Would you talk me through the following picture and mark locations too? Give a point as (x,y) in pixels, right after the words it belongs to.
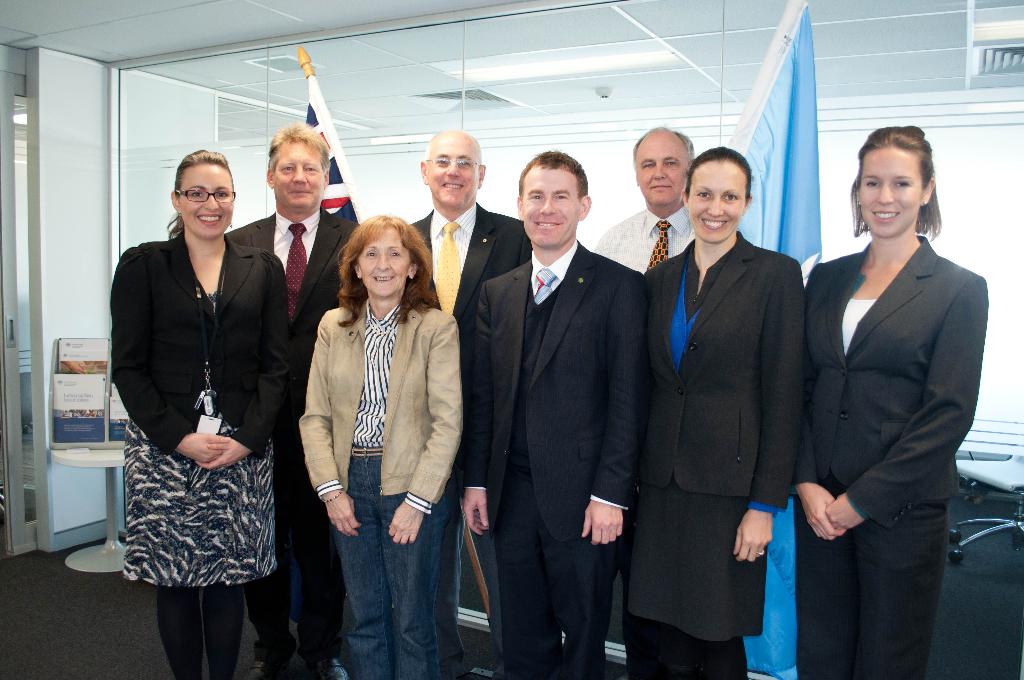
Here in this picture we can see a group of people (504,243) standing on the floor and most of them are wearing coats (556,307) and smiling and the woman (225,425) on the left side (210,197) is wearing spectacles (198,192) and behind them we can see tables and chairs (973,462) present and we can also see flag post (306,109) present and we can see lights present on the roof (644,98).
